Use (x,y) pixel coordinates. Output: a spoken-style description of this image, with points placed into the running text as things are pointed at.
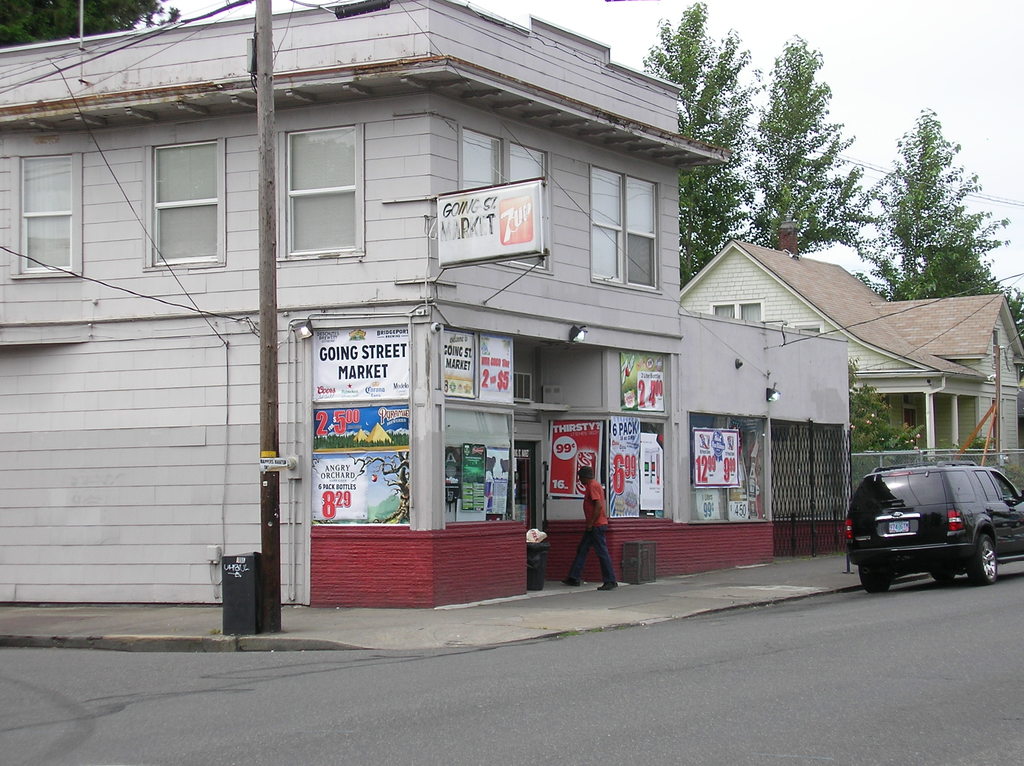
As we can see in the image there are buildings (207,394), current pole (262,360), banners (553,437), a man (581,554) standing over here, a car (999,507) and trees (856,210). On the top (913,31) there is a sky (652,22).
